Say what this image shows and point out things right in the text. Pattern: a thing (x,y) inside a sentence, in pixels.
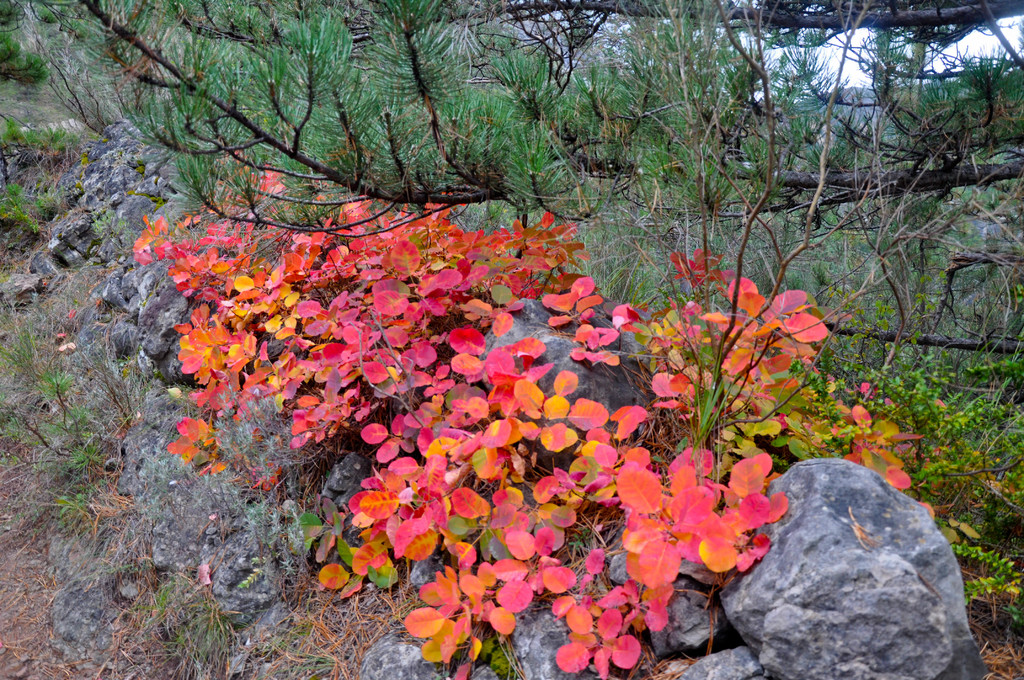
As we can see in the image there are trees (516,79), rocks (238,567), plants (589,617) and at the top (856,48) there is sky (832,68).
